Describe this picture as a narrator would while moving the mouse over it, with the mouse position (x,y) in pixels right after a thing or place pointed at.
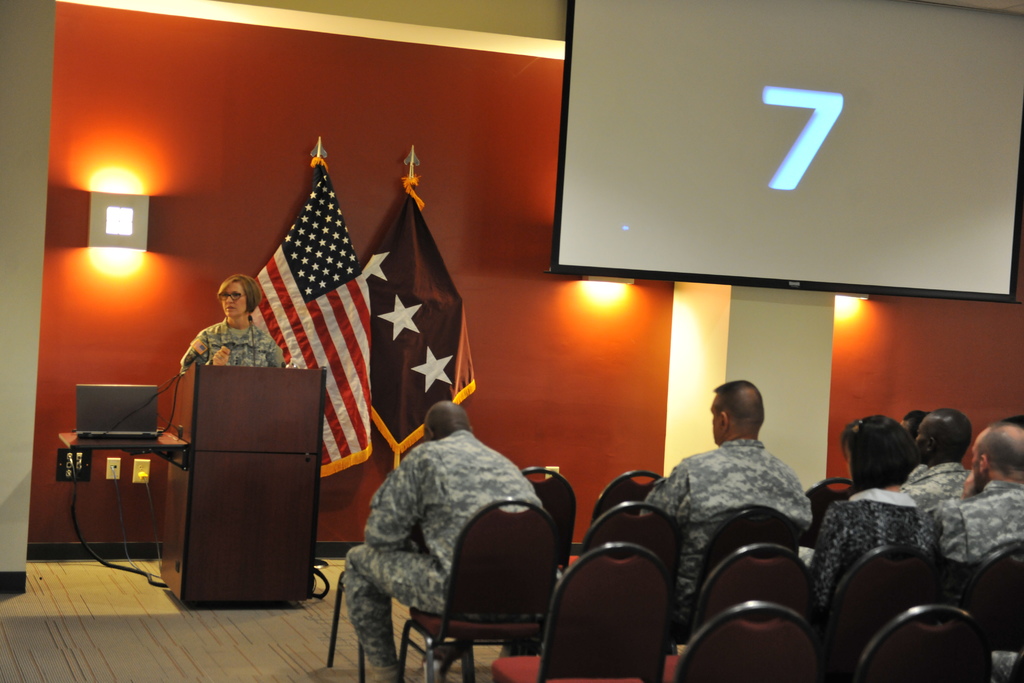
This picture shows few people (865,526) seated on the chairs (596,654) and we see a woman (234,353) standing and speaking at a podium (195,455) and we see a laptop (126,426) on the side and couple of flags (355,315) and we see lights (115,181) to the wall (808,326) and a television (729,233) displaying a number (808,138) on the screen (826,84).
